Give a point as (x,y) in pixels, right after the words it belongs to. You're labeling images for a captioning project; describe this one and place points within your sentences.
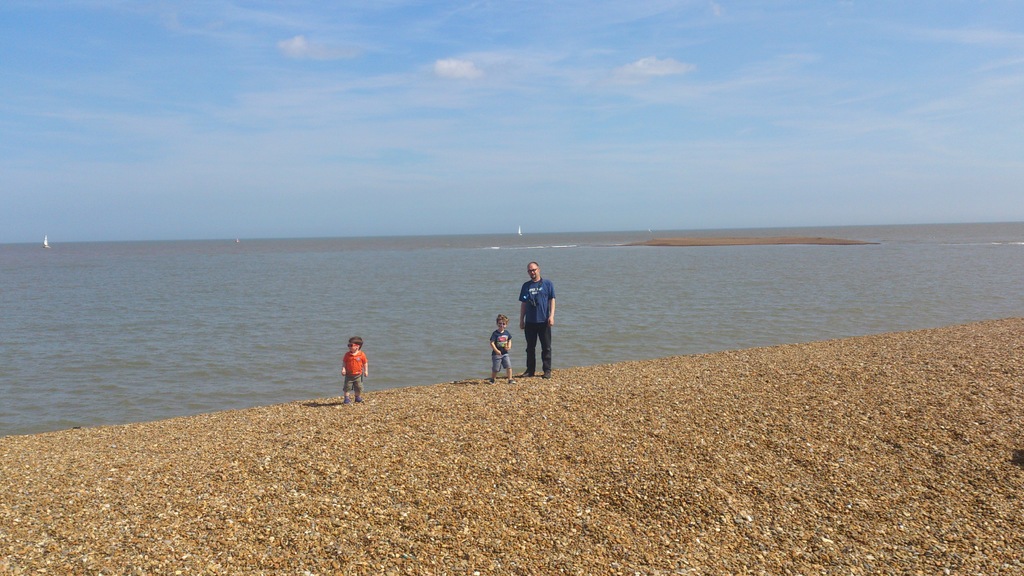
In the image in the center (547,375), we can see one man (547,375) and two kids (502,352) are standing. In the background (446,332), we can see the sky (457,121), clouds (420,145), boats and water (350,267).
